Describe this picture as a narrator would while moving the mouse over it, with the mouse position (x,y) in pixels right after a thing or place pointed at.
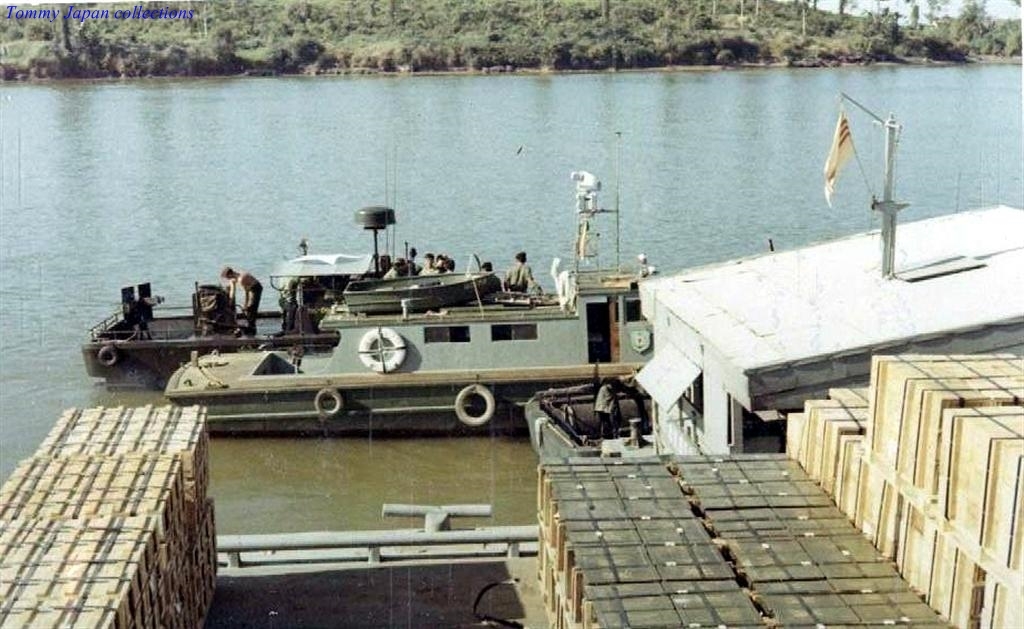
In this picture, we see men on the boats (360,390). We see water (221,239). This water (392,131) might be in the lake (405,163). At the bottom of the picture (116,561), we see containers (859,490) and a white color building type (738,377). We see a flag (846,145) in cream and maroon color. There are trees (426,39) in the background (564,58).
